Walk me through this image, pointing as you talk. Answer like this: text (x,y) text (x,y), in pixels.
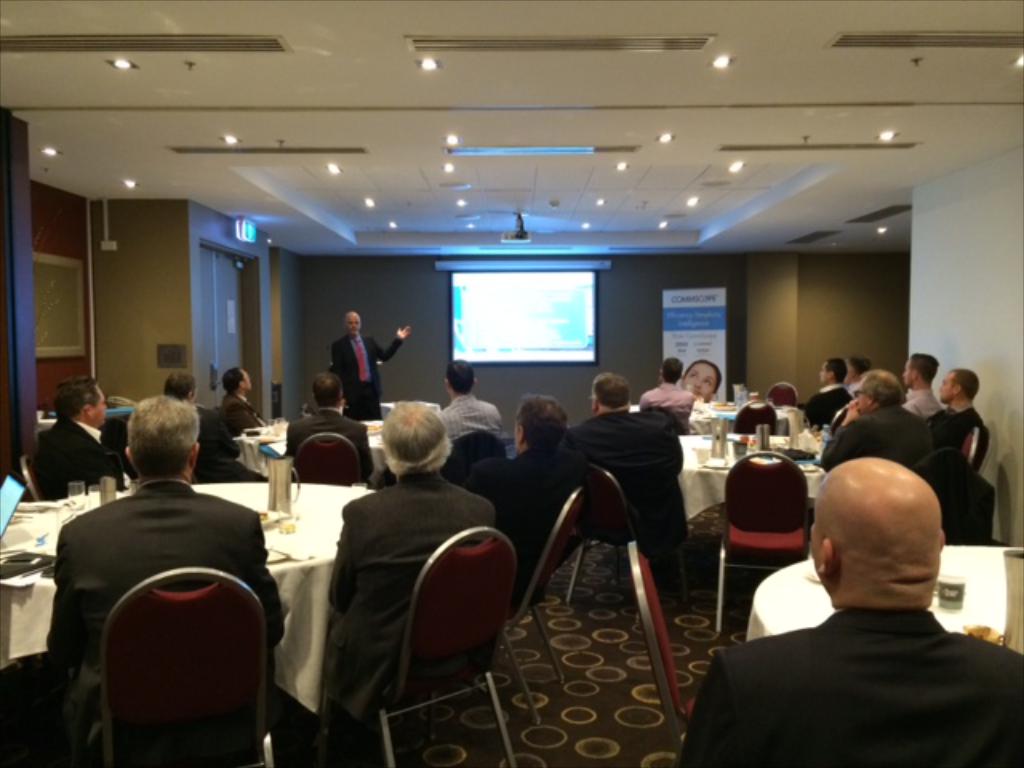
This picture is of inside which is a hall (874,462). On the right (912,578) there is a man (859,697) seems to be sitting and we can see a table (994,570). On the left (140,488) there are group of persons (429,473) sitting on the chairs (608,513) and there are some items (723,436) placed on the top of the table (700,446). In the background (371,282) we can see a wall (413,295), a man (363,349) standing, a projector screen (522,300), a projector (530,235) and a banner (673,317).
